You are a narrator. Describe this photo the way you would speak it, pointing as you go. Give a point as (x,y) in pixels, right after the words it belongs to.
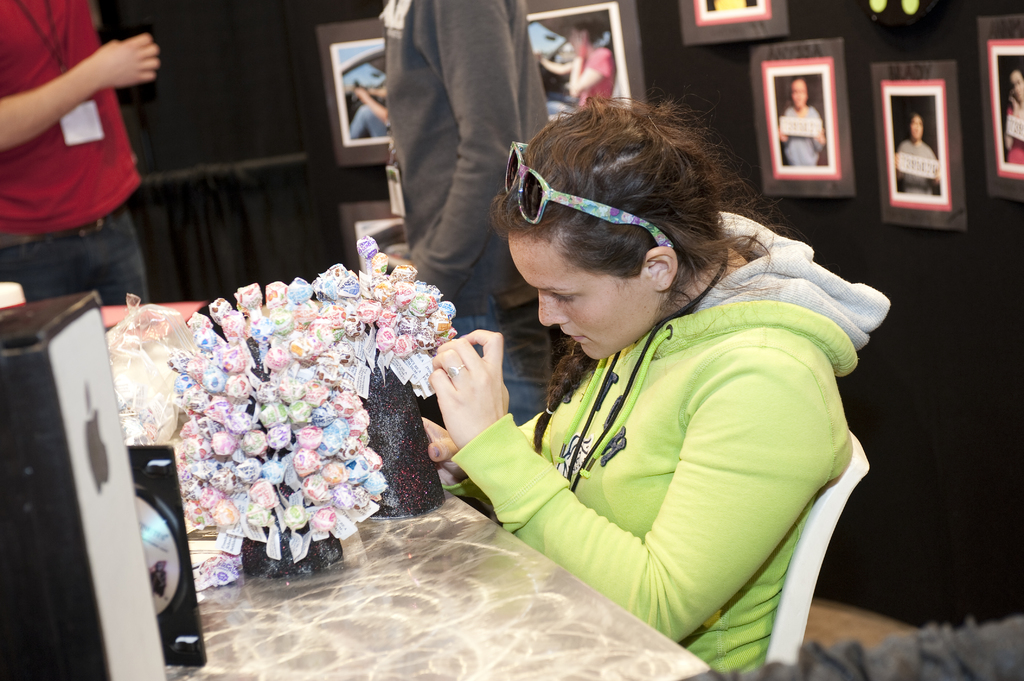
In the picture I can see people (492,289) among them the woman (640,430) in front of the image is sitting on a chair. The woman (710,457) is wearing a hoodie (650,412) and shades (527,206). On the table (188,528) I can see some objects (263,558). In the background (820,130) I can see photos (821,96) attached to the wall (864,102).
